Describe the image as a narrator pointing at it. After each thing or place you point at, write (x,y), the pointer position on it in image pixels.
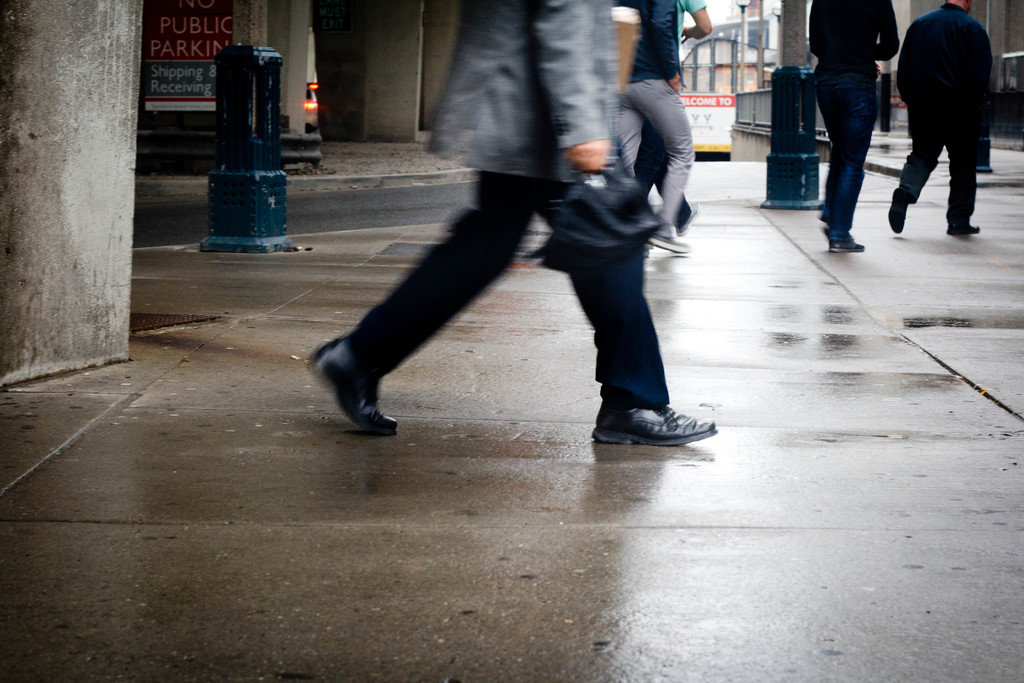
In this image there are people (677,172) walking on the road (540,435). Behind them there are pillars (795,143). In the background of the image (703,131) there is a board (707,146). There are buildings (751,46).
